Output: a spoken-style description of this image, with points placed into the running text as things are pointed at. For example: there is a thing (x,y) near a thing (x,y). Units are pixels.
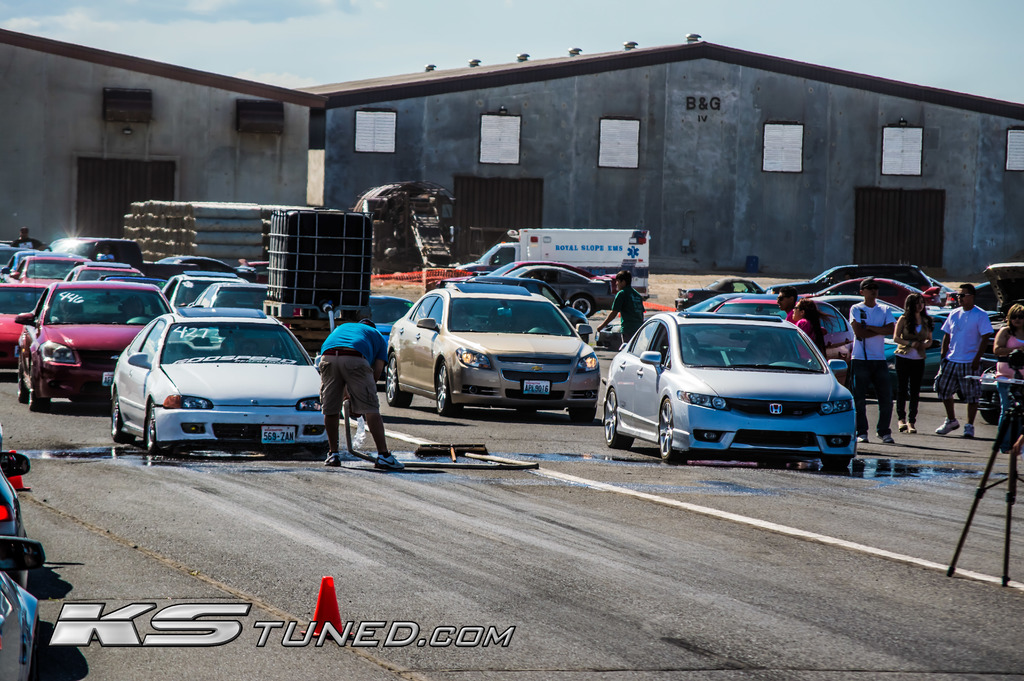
In this picture we can see vehicles (201,342), people (339,358), water (860,465), traffic cones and some objects (469,456) on the road (404,512). Behind the vehicles (210,383), there are sheds (685,157) and the sky (857,13). At the bottom of the image (351,631), there is a watermark (151,624).
